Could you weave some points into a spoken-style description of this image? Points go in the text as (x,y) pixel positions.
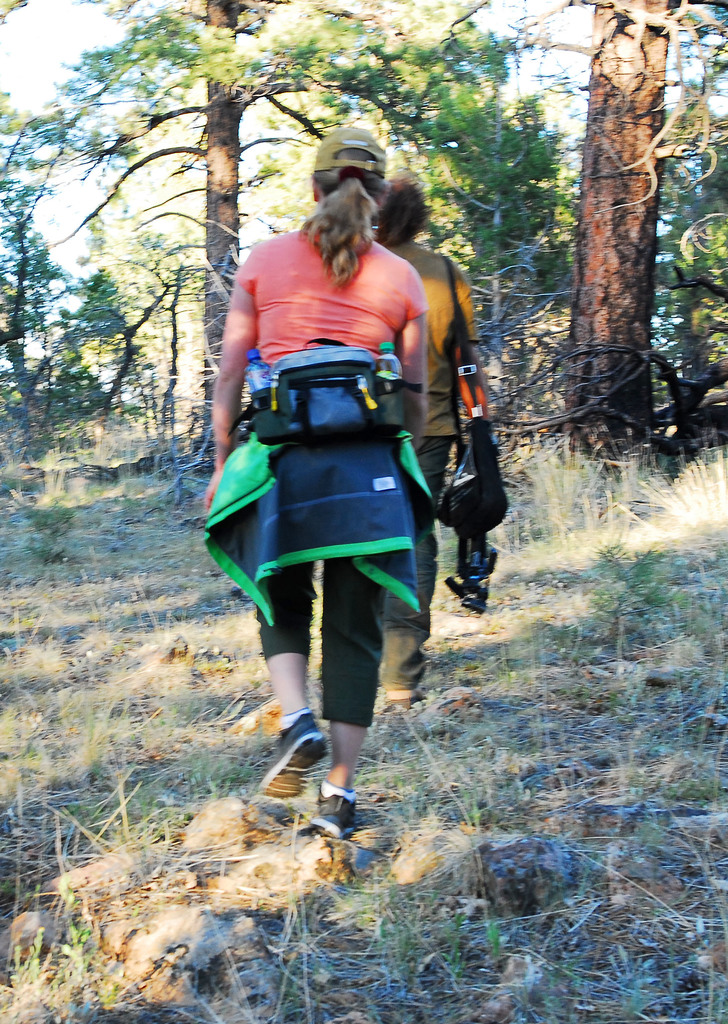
In this image, we can see two persons (222,378) walking and there are some trees (696,194).
